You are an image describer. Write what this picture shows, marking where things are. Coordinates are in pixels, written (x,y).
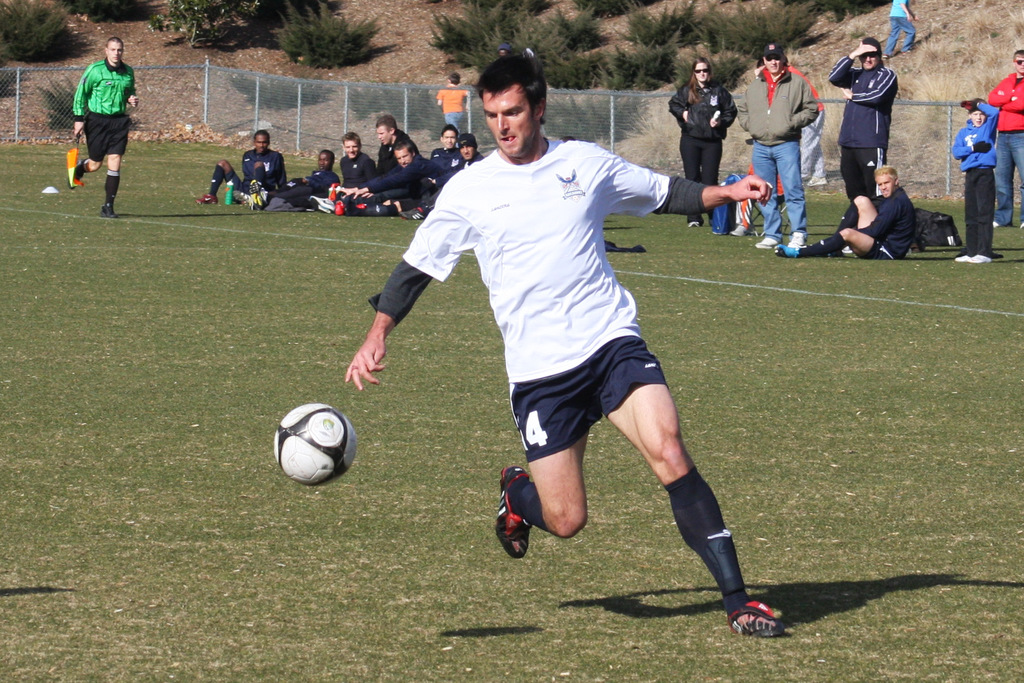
In the center of the image (586,343), we can see a person (574,201) playing a game and we can see a ball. In the background (99,111), there are people (86,121) and some are sitting and some of them are standing and wearing glasses (777,58) and we can see some objects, a fence (347,95) and trees (526,23). At the bottom (182,553), there is ground (290,508).
